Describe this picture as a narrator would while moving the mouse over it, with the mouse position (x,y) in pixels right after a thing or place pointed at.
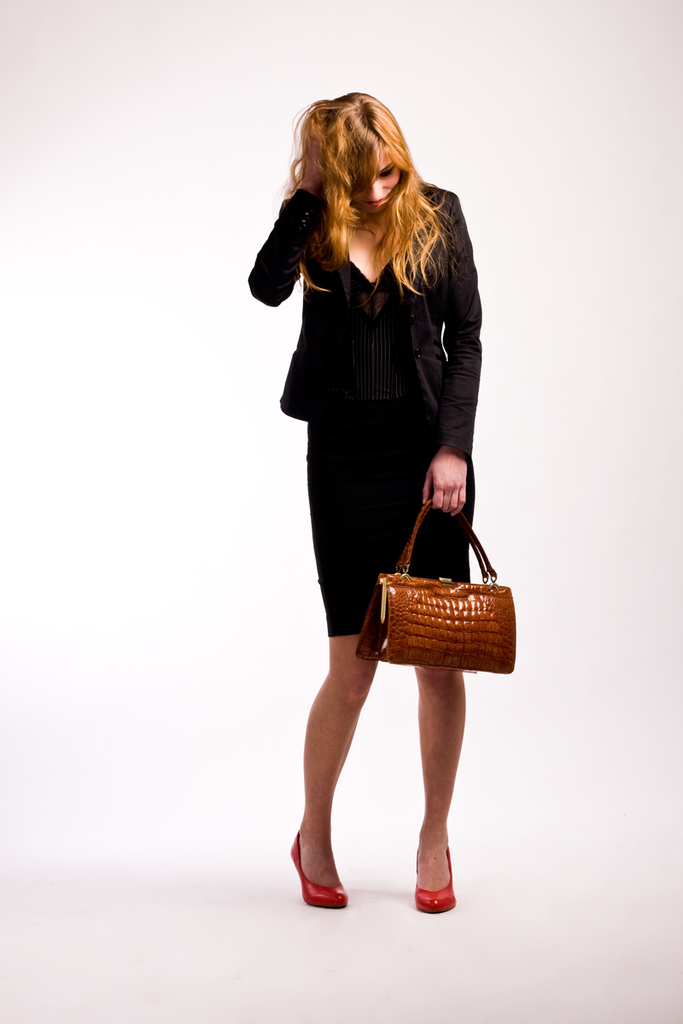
A woman (426,518) is standing and holding hand bag (420,611) in her hand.
